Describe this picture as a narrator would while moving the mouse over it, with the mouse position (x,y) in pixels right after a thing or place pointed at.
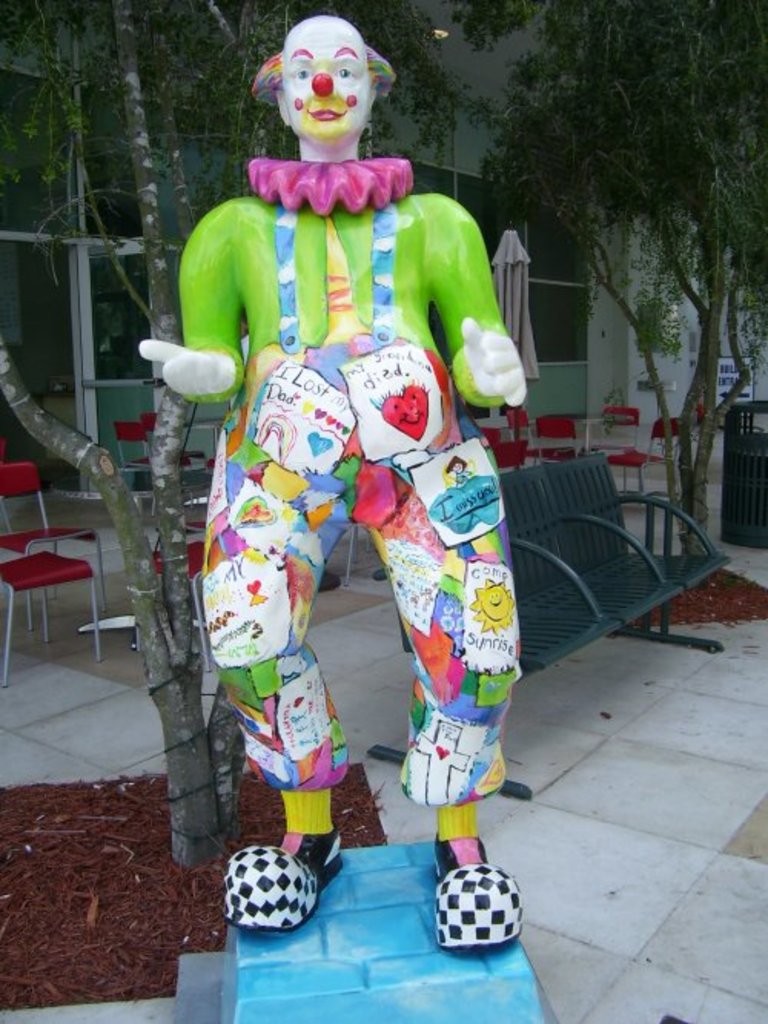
In this image we can see a sculpture (273,435), behind that there are some trees (410,24), chairs (554,458) and a building (579,403).
